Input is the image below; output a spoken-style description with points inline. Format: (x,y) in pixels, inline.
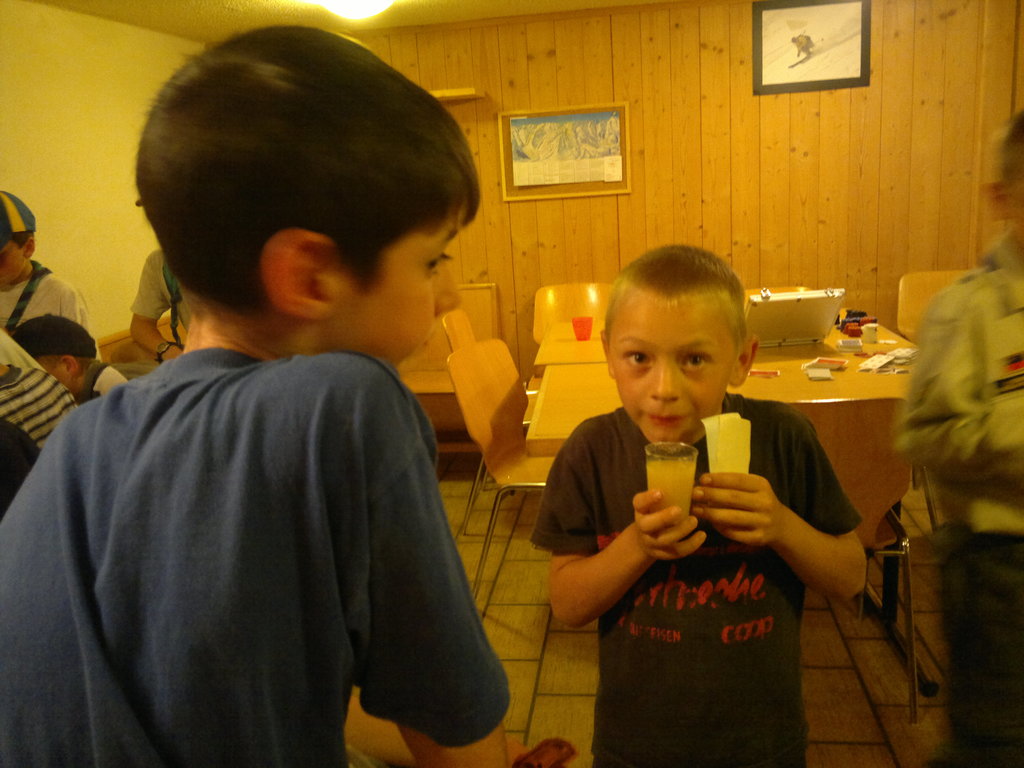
On the left side (322,331), there is a boy (255,408) in a T-shirt (257,473). Beside him, there is a boy (699,284) in a T-shirt (608,496), holding a glass (680,492) with one hand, holding an object (711,438) with the other hand (734,536) and standing. In the background (989,743), there are other children (1011,148), there are chairs (475,430) arranged around a table (872,375), on which there are some objects (816,317), there are photo frames (612,122) on a wooden wall (585,79) and there is a light (354,12) attached to the roof (422,10).
